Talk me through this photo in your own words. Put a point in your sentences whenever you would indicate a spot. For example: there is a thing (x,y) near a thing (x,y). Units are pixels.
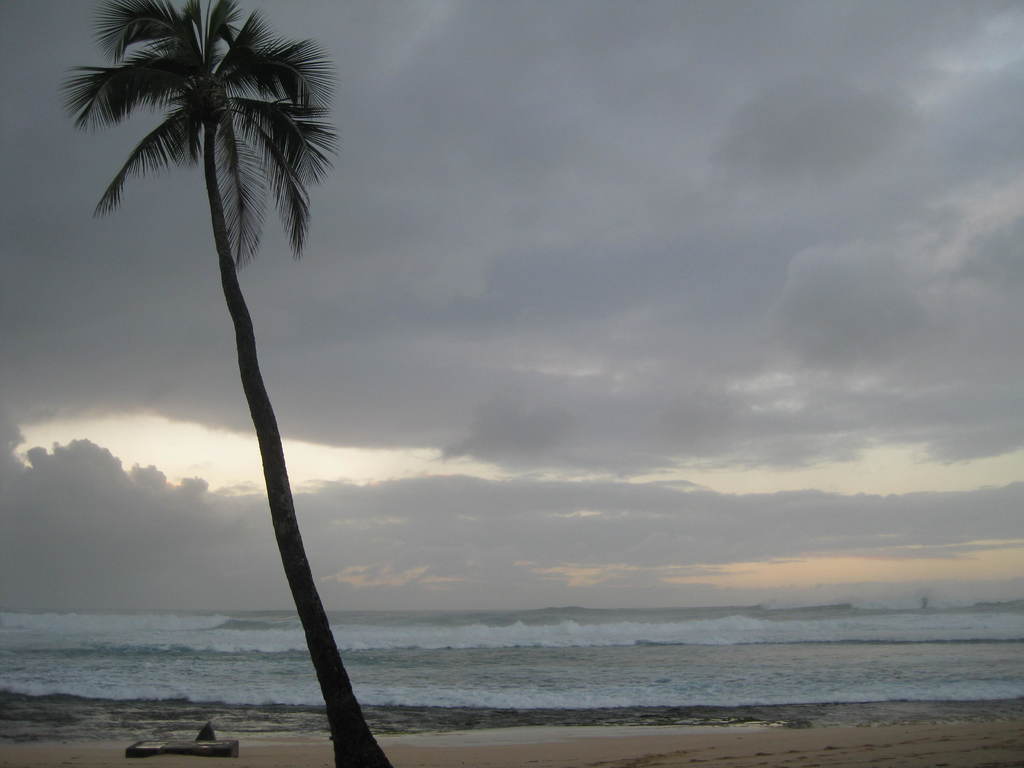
This image is taken outdoors. At the top of the image (476,234) there is the sky (590,458) with clouds (688,496). In the background (198,653) there is a sea (683,668) with waves (501,631). At the bottom of the image (674,732) there is a ground (176,758). On the left side of the image (330,677) there is a coconut tree (354,718).
